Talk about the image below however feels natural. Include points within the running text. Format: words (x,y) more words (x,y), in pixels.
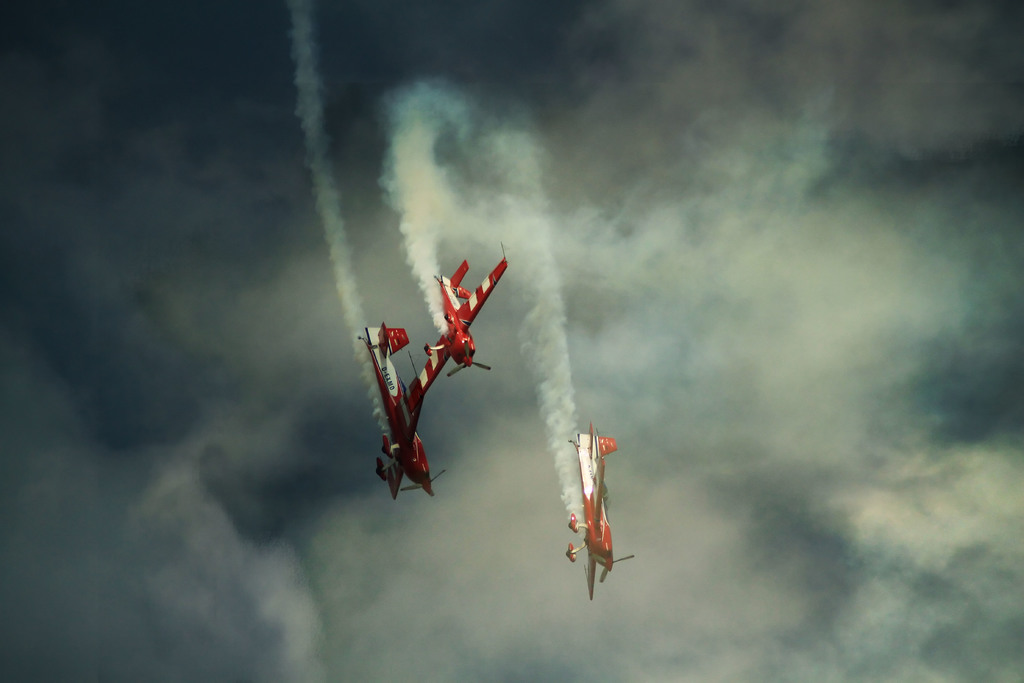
There are three red color aircraft (484,283) flying in the air (410,500). And they are emitting smoke (313,160). In the background (123,307), there are clouds (270,107) in the sky (95,404).
